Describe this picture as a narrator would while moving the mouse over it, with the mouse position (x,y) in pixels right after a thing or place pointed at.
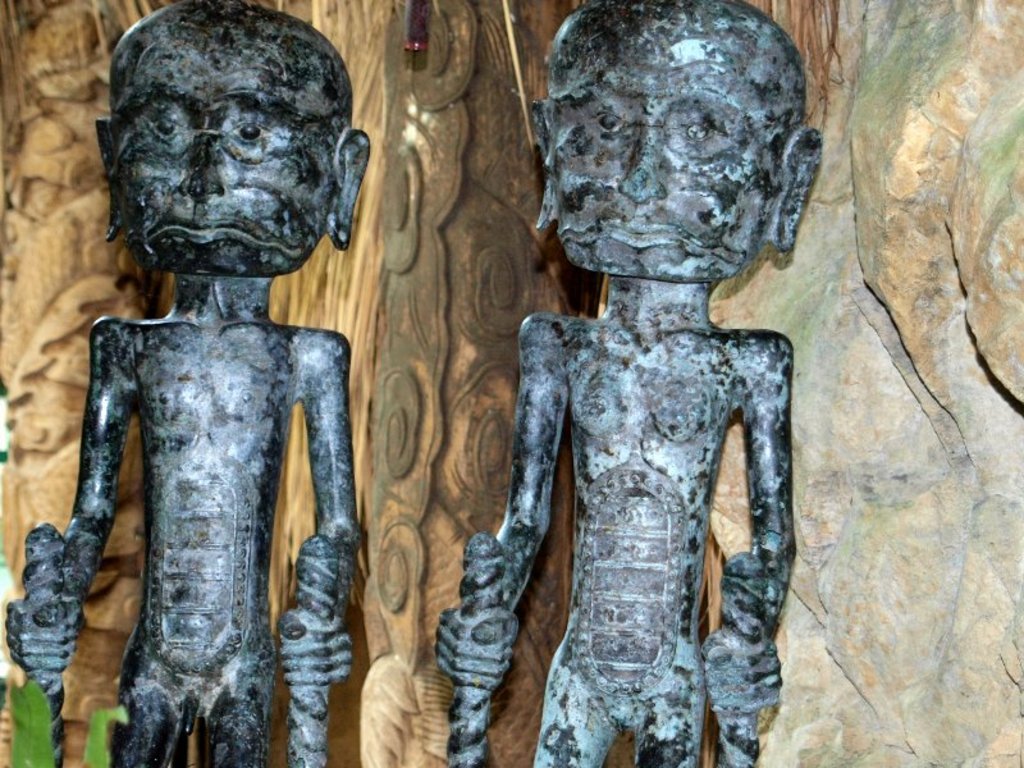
In this image I can see two persons statues (582,469) and I can see the cream color background (712,299).
